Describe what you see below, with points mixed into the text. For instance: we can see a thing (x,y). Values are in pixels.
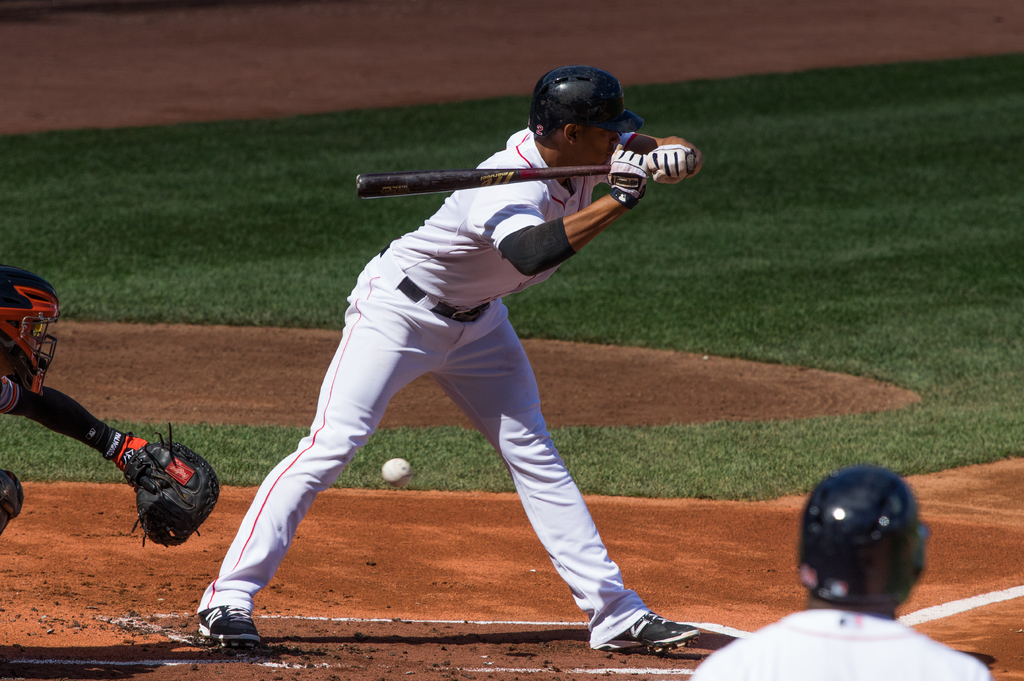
In the image there is a person (480,270) in white dress (348,353) holding baseball bat (455,172) and not hitting the ball (399,466), on either side of him there are two persons (4,296) visible and in the back (799,245) there is grassland (803,229).
